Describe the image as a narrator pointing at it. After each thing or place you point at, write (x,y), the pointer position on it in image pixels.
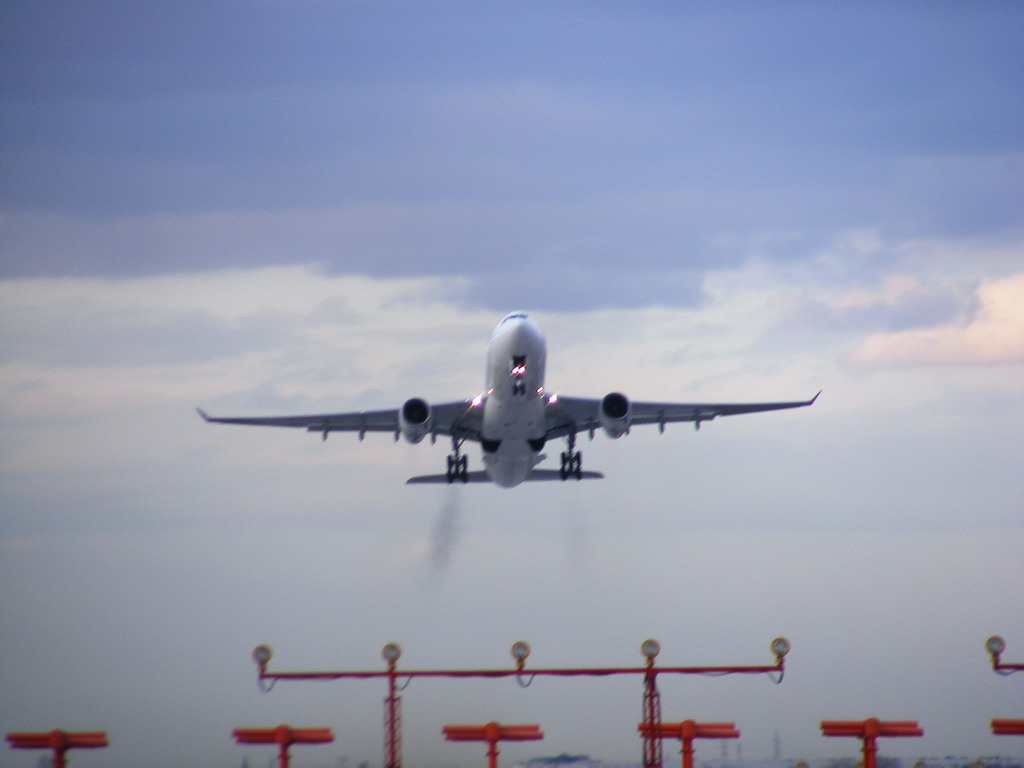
In the center of the image (461,445) an aeroplane (459,406) is there. At the bottom of the image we can see towers (568,671), lights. In the background of the image (472,597) clouds (430,201) are present in the sky (950,505).
